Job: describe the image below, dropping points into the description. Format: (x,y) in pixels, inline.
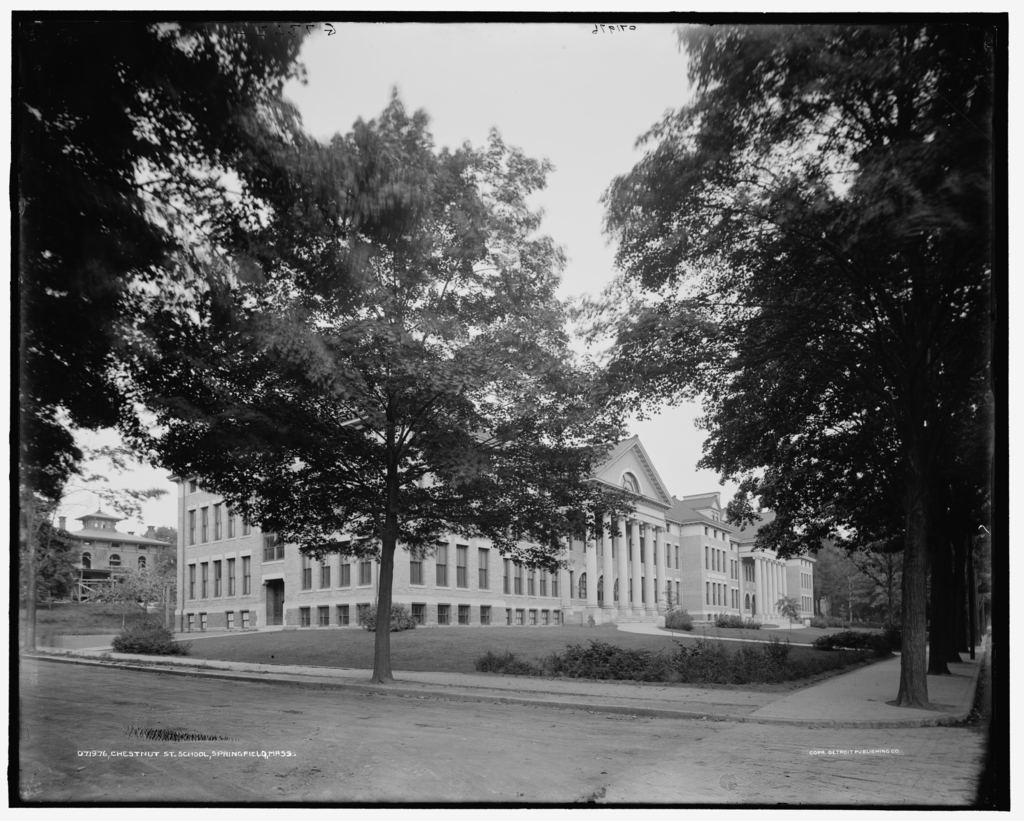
In this image there is a black and white photograph (527,495), in the photograph (517,495) there are buildings (636,481), trees (526,458) and grass (491,632) on the surface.
